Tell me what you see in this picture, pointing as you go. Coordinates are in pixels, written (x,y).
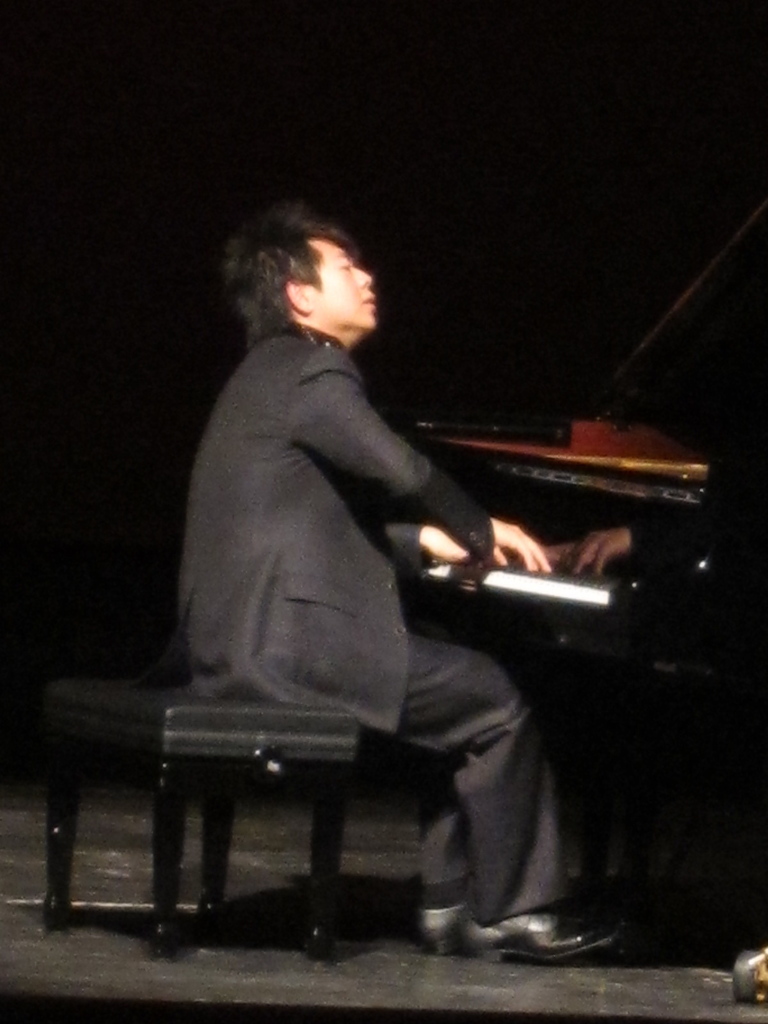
In this picture there is a man (444,780) who is sitting on the stool (227,714) at the center of the image (260,402) and he is playing the piano (586,615) which is placed at the right side of the image (637,517).
